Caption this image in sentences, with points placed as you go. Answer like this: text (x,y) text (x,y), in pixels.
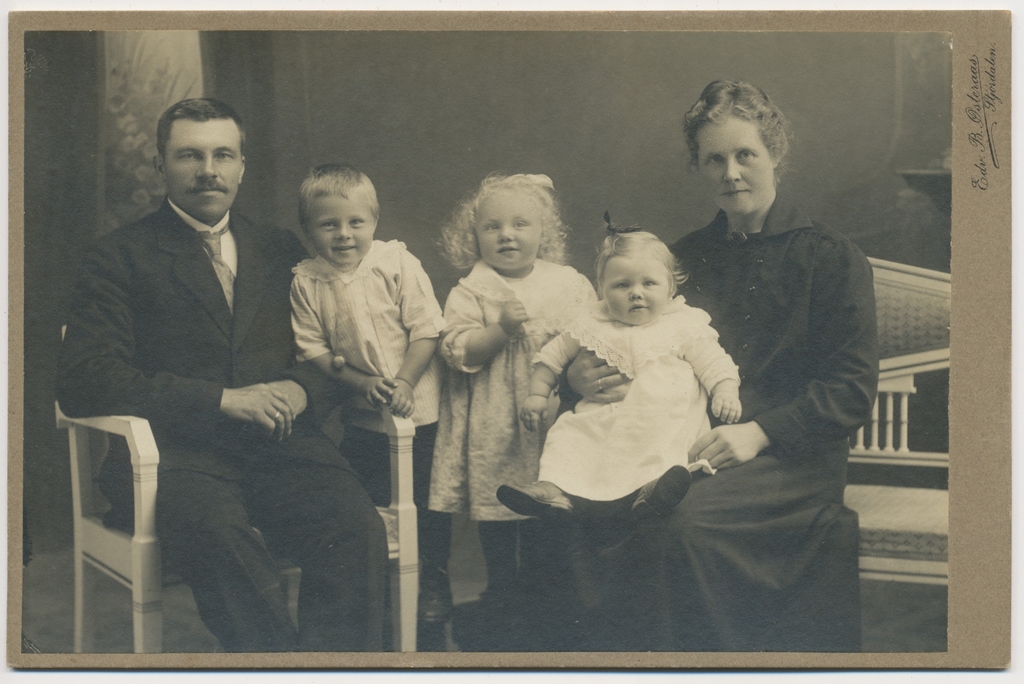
In this image, we can see photo of a picture. There is a person (273,336) on the left side of the image (246,271) sitting on the chair (112,423). There is an another person (832,323) on the right side of the image (837,297) holding a baby (715,340) with her hand (595,388). There are two kids (513,342) in the middle of the image (462,309) standing and wearing clothes (374,308).
